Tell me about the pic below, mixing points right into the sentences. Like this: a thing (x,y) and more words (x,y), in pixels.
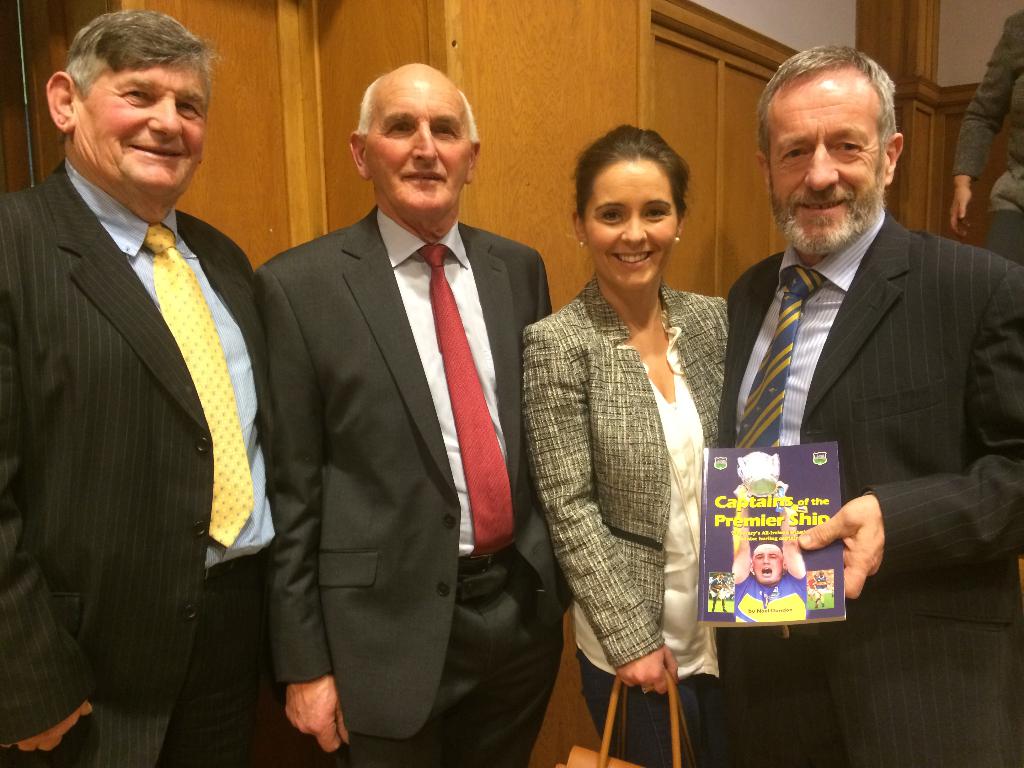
In this image we can see few people (516,381) standing in a room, a person (880,452) is holding a book (750,523) and a person (636,746) is holding a handbag (597,753) and wooden wall (653,60) in the background (732,115).
